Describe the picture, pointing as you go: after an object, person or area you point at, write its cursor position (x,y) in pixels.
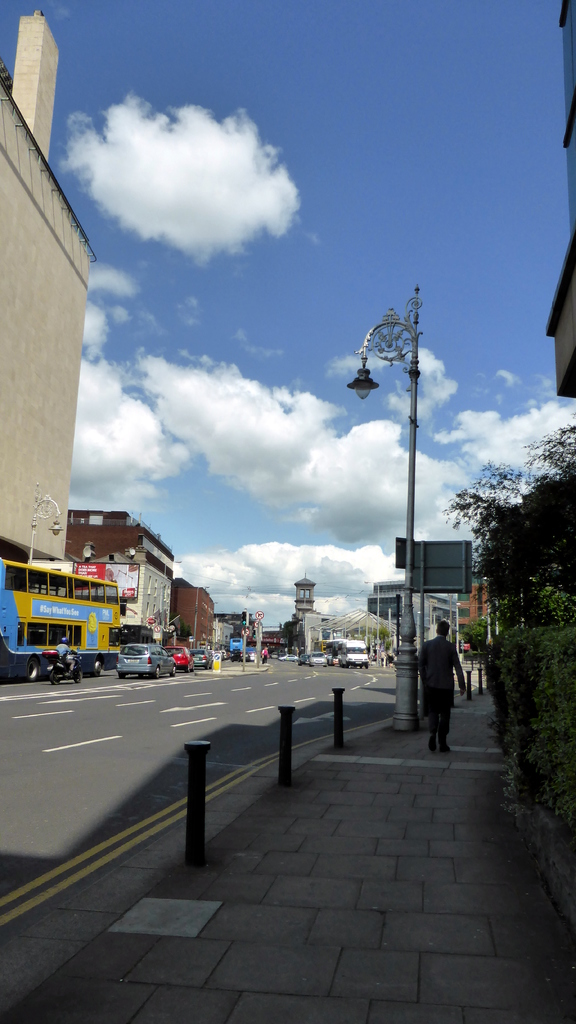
This picture shows few buildings (198,627) and we see vehicles (50,646) moving on both the directions on the road (389,686) and we see few poles (337,720) and couple of pole lights (410,630) and we see a man (448,657) walking on the sidewalk (450,723) and we see trees (498,617) and a blue cloudy sky (279,389).
